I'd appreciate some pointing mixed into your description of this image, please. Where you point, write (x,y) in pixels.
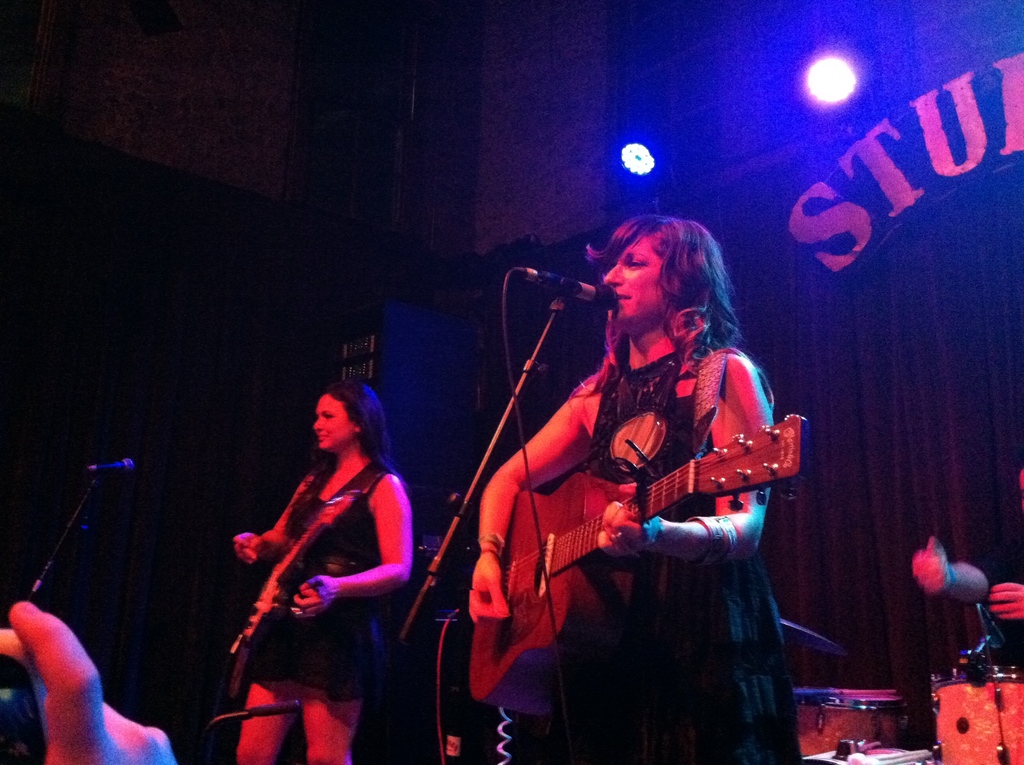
In this picture there is a woman (701,303) singing and playing the guitar (603,575) and other woman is standing, here there is a microphone (107,466) in front of her and there are disco lights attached to the ceiling (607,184).
